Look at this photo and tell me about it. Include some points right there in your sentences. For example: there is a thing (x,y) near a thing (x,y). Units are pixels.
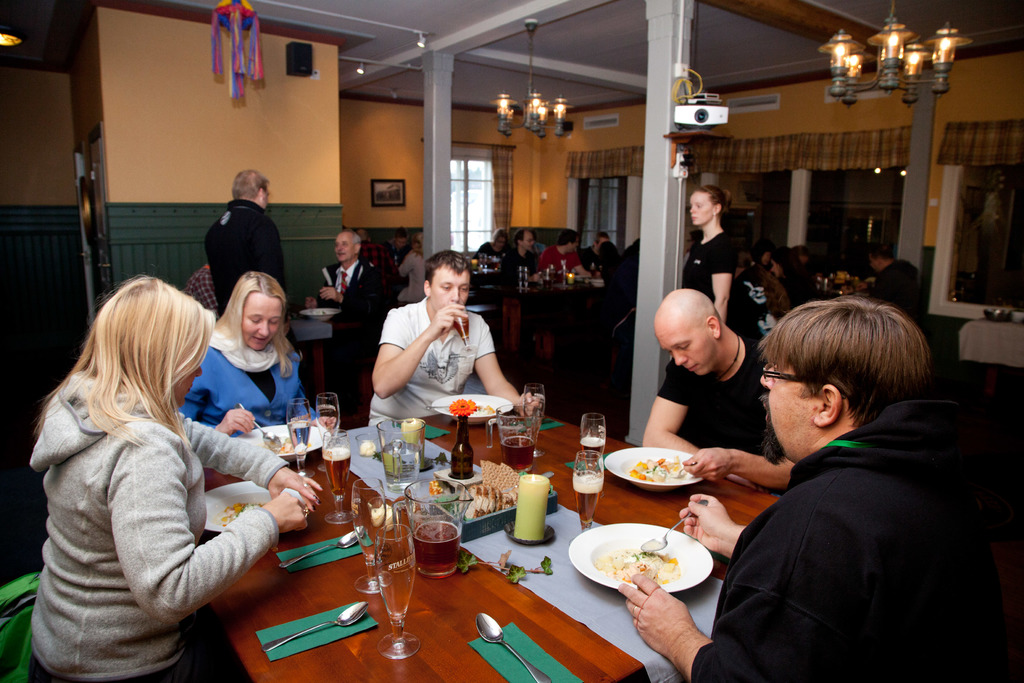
This is a restaurant (343,384). There is a plate (612,546), glass (587,477), candle (536,485), flower (471,413), spoon (497,627), and a cloth (592,591) on the table (555,439). There is a group of people (169,372) around the table (282,534). This is the window (477,193). This man (280,240) is standing. This is the wall (321,144).
